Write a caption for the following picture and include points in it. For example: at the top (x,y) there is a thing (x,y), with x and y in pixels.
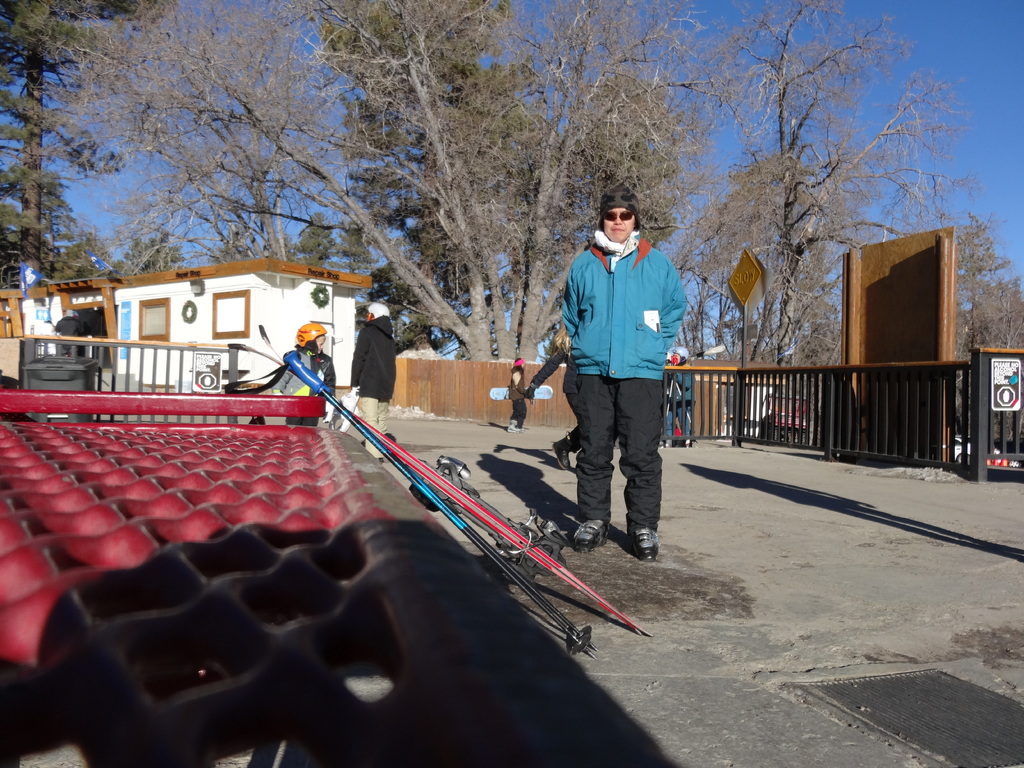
In this image I can see few people (571,297) and I can see most of them are wearing jackets (639,291). I can also see few of them are wearing caps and few are wearing helmets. In the background (869,314) I can see few boards (913,272), number of trees (153,156), a building (233,311) and the sky (963,57).
